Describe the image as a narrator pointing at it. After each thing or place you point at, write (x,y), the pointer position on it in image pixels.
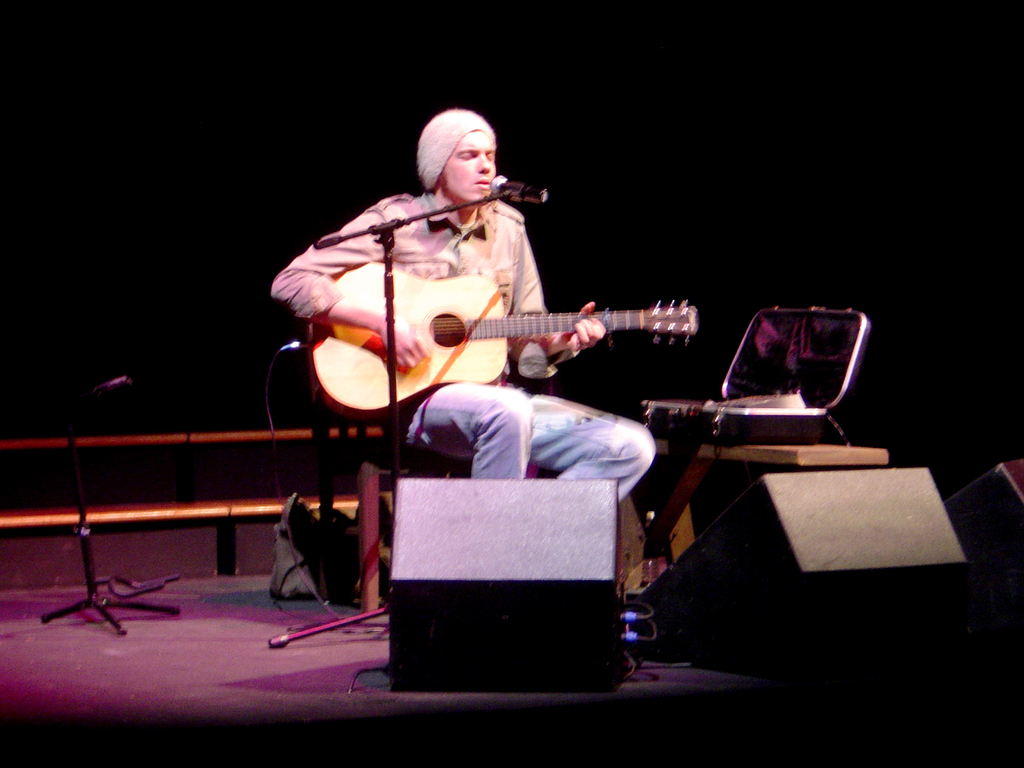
In this image I can a person (455,259) sitting on the stage (222,632) and this person (551,360) is playing guitar (513,325) and singing.
